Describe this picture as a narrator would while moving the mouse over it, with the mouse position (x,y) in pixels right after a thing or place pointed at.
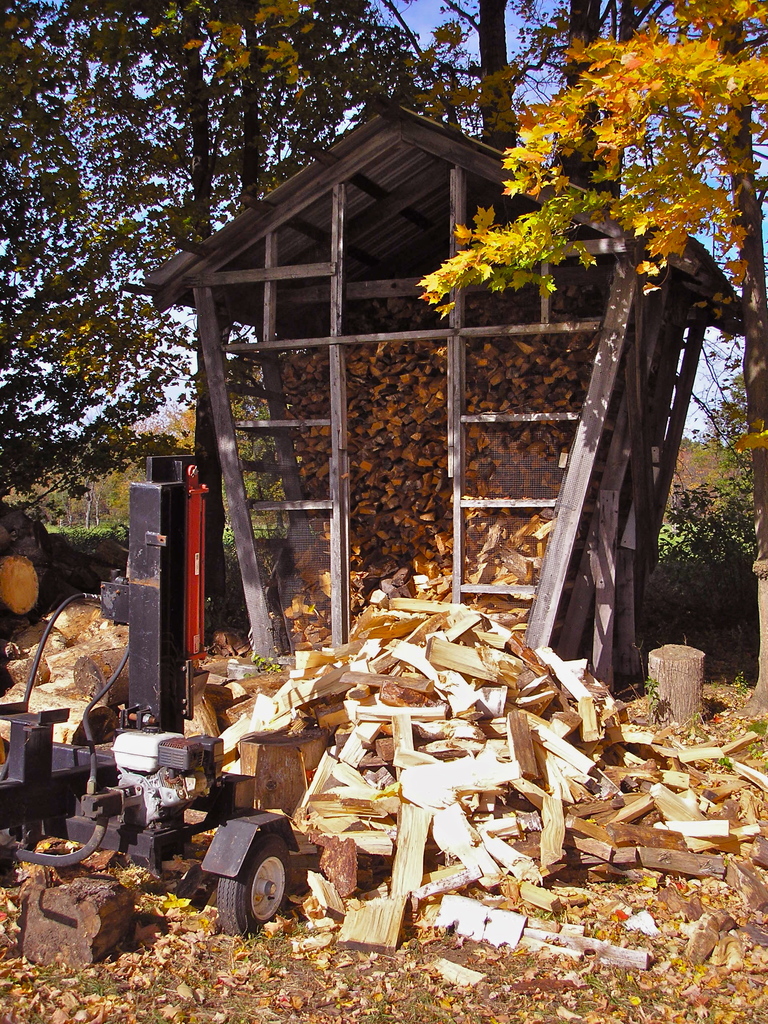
In the center of the image (315,636) there are wooden blocks (407,721). There is a wooden structure (412,251). There are trees (690,161). At the bottom of the image (404,980) there are dry leaves (359,969).
